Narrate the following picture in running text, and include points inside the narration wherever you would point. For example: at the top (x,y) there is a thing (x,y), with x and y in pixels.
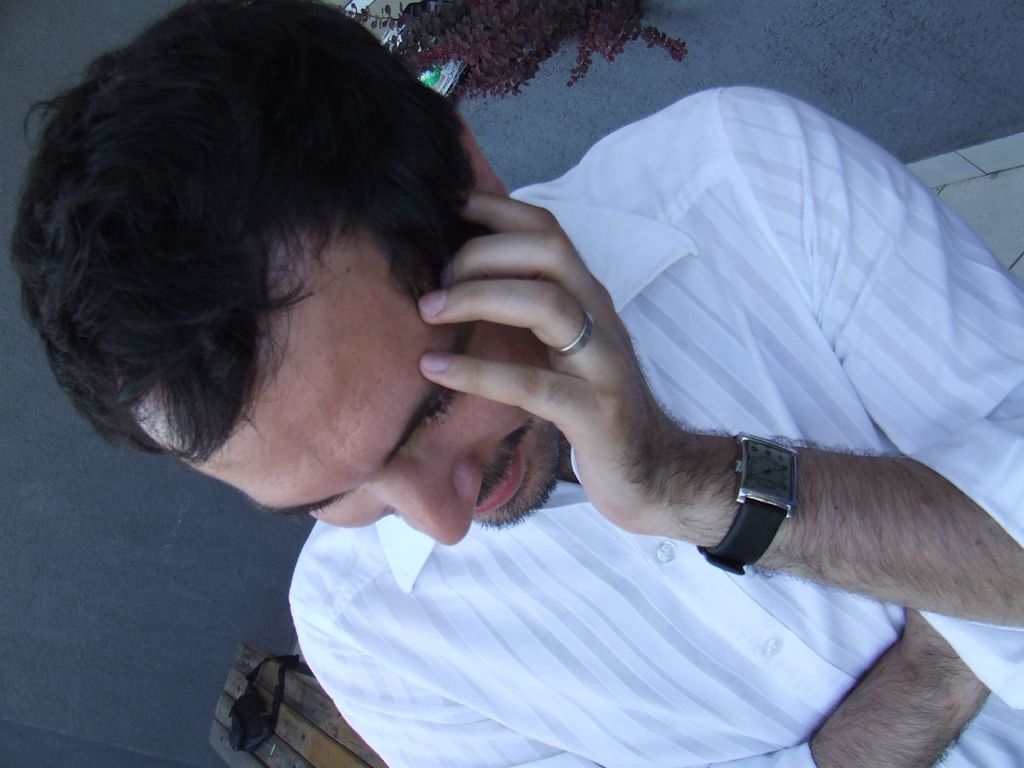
In this picture I can see a man (821,542) and I can see a bench (298,721), a plant (519,78) and a wall (100,15) in the background (50,100) and I can see a small bag (249,706) on the bench (246,665).
